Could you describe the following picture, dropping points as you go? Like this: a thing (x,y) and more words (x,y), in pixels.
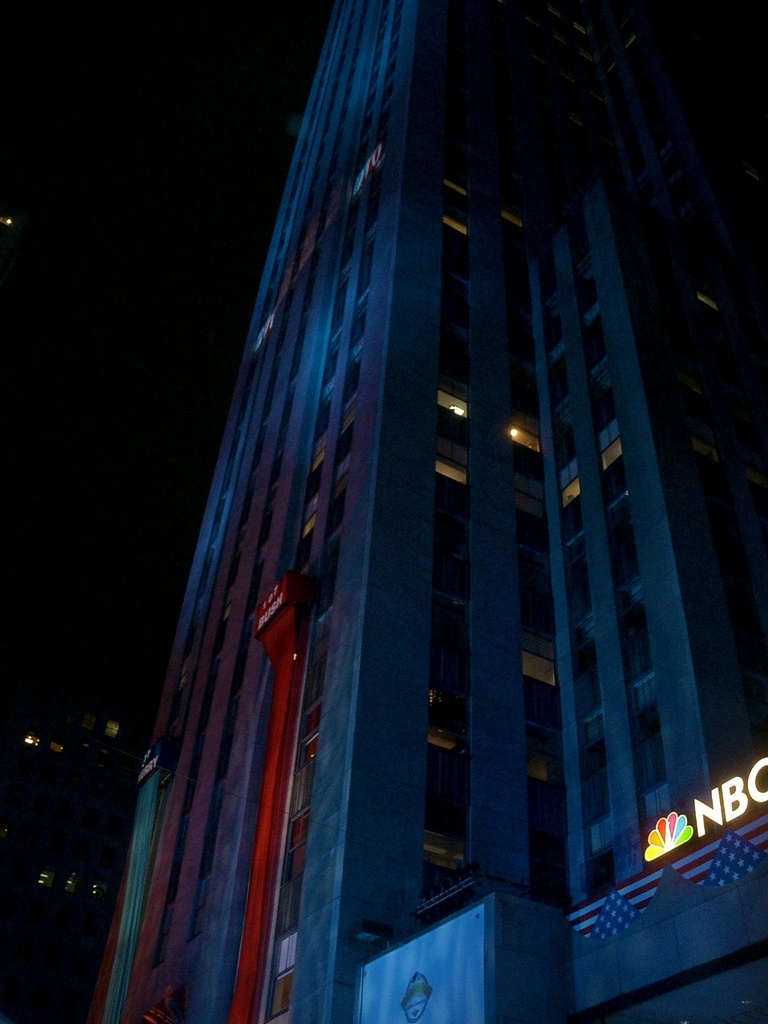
This image consists of a skyscraper (433,435) along with windows (547,774). On which we can see a text (707,812). The background (224,131) is too dark.
